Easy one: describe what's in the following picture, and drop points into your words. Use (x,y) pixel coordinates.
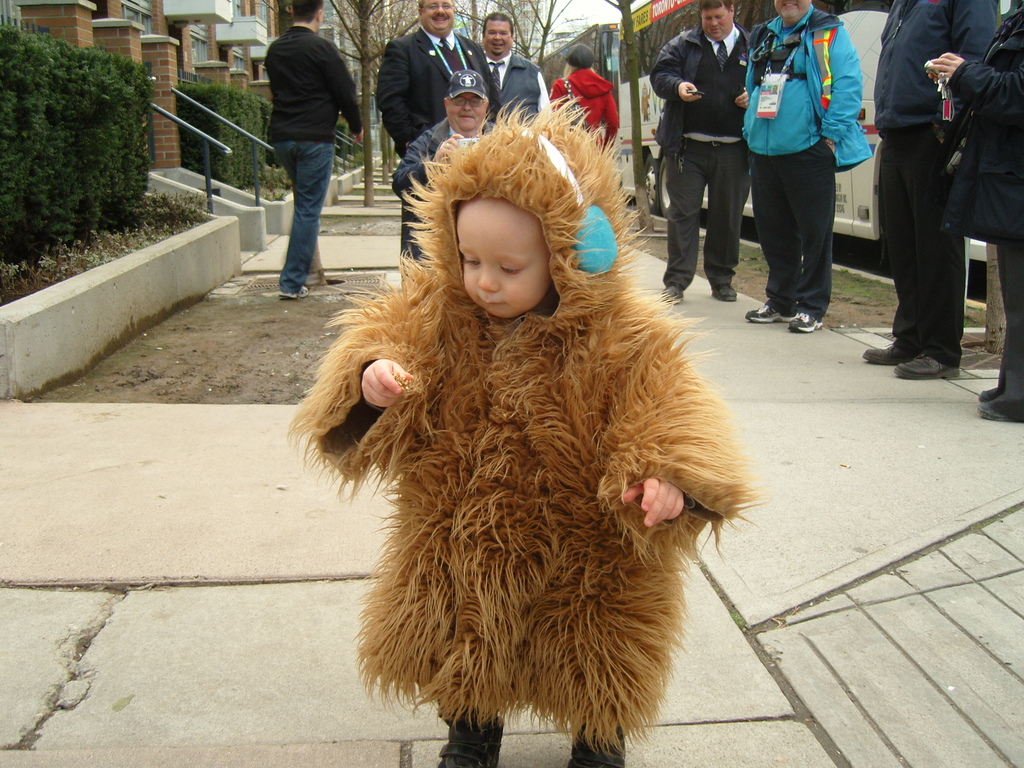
in this image there is one person (526,470) standing at bottom of this image (523,539) is wearing a coat (540,491) and there are some persons (591,115) standing in the background (722,168) and there are some vehicles (865,127) at right side of this image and there are some trees (633,97) at top of this image (405,26) and there are some plants (217,123) at left side of this image (111,158) and there are some buildings (251,30) at top left corner of this image (202,26) and the person (792,156) wearing blue color dress (803,124) is at right side of this image (796,133) and the persons (926,137) standing at right side of this image (963,155) is wearing black color dress (966,210) and holding keys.
